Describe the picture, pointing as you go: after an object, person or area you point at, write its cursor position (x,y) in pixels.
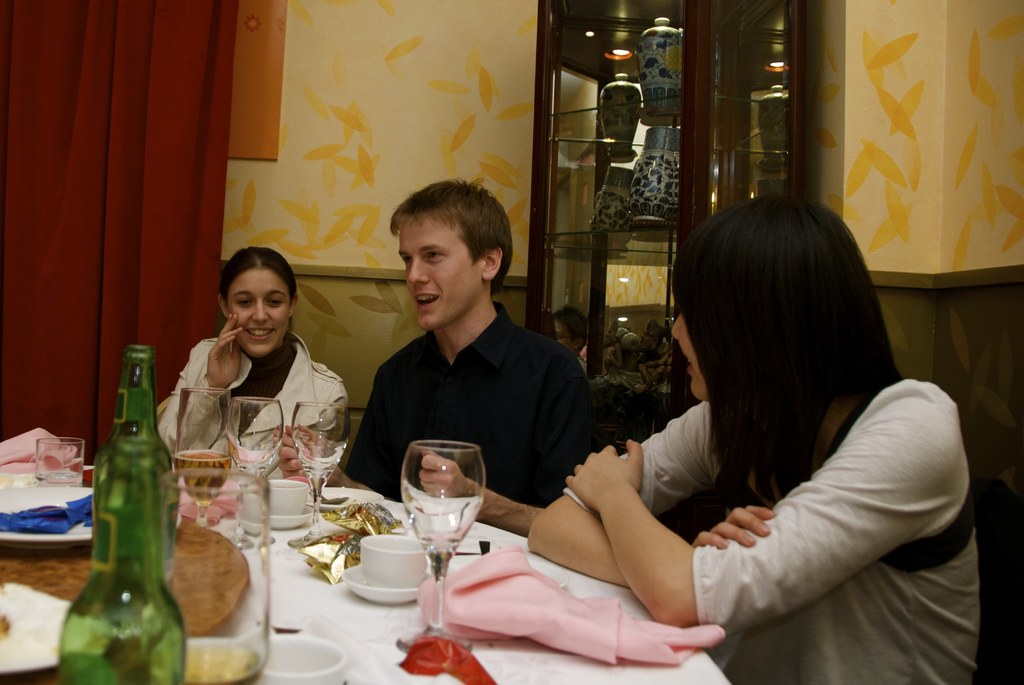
In the image we can see three persons (634,482) were sitting on the chair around the table (487,646). On table (293,627), there is a cup (386,579), saucer (361,569), chocolate packet (360,525), glasses (440,554), wine bottle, jar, plate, cloth (409,610) and napkin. In the background (479,112) we can see wall (898,103), curtain (101,119) and cabinet (737,71).
